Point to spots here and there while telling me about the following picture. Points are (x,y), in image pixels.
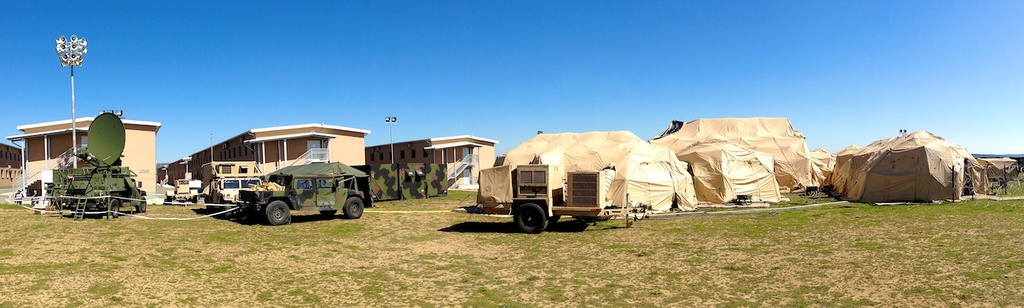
On the ground (360,229) there is grass (665,261). There are vehicles (243,190), tents (756,151) and buildings (242,154) with windows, pillars (263,160) and steps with railings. In the background (638,65) there is sky (700,65). Also there is a pole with lights (79,50).
